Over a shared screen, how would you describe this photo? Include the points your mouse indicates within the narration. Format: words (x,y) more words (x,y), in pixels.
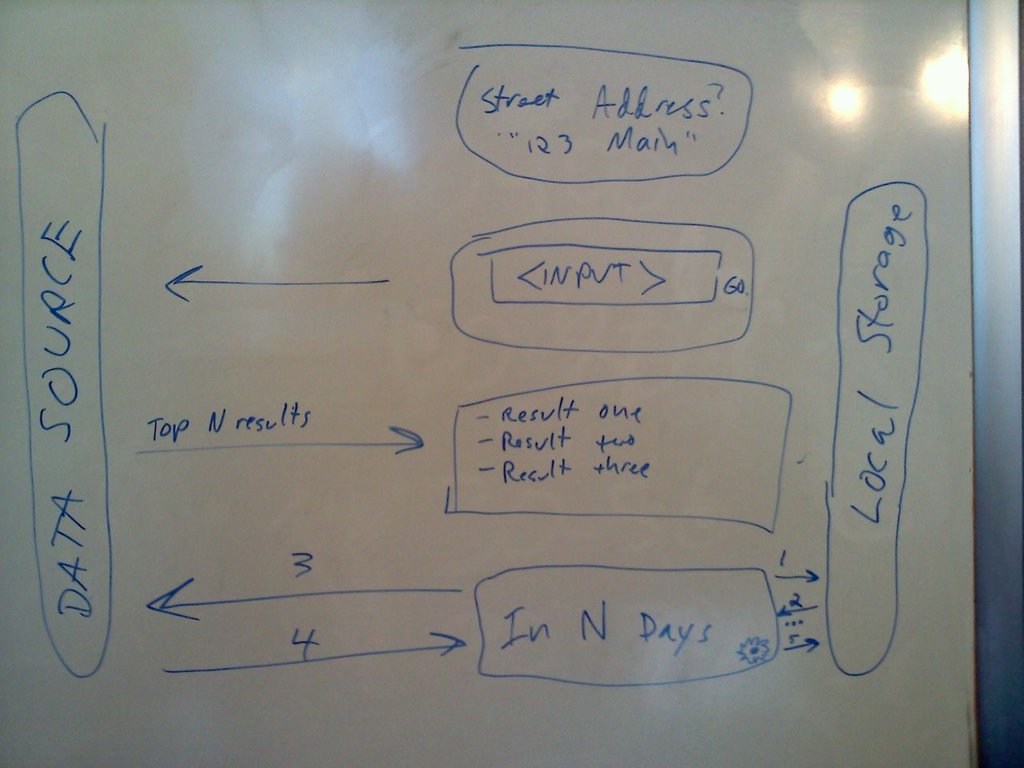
This is the whiteboard (454,145). I can see letters (620,280) on the board (800,499). These letters (879,288) are blue in color.
